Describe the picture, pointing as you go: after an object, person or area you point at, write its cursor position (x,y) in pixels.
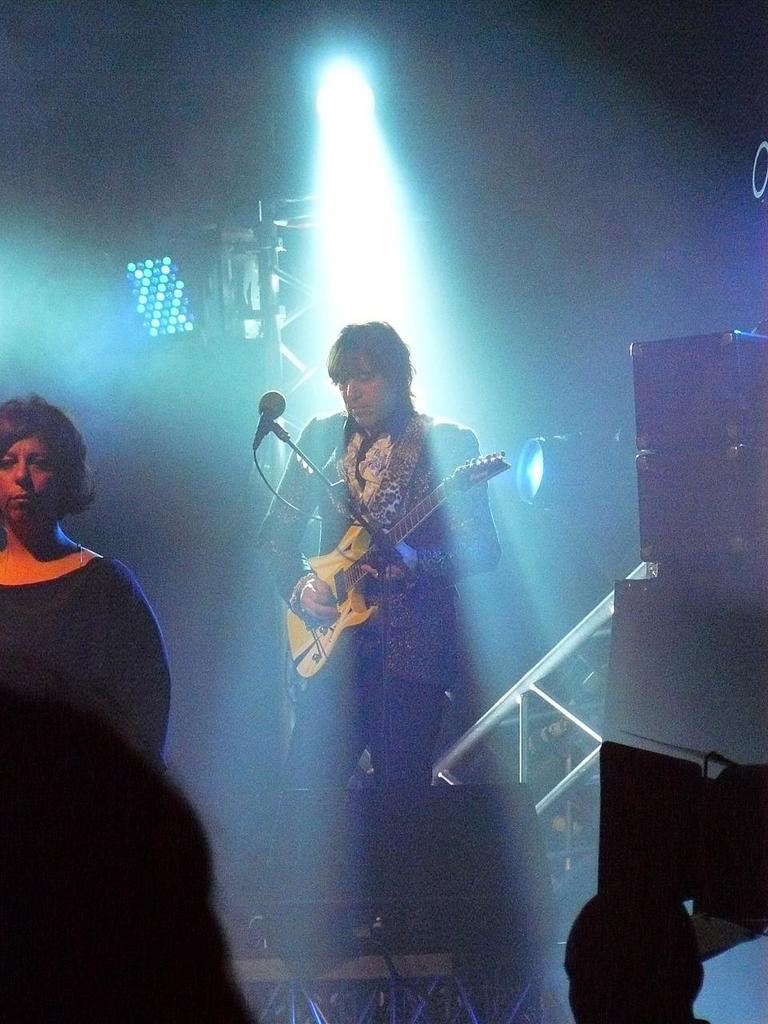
As we can see in the image, there is a light (315,212) and two people (352,465) over here. The man (376,497) who is standing here is holding guitar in his hand (395,572) and in front of him there is a mic (263,427).
